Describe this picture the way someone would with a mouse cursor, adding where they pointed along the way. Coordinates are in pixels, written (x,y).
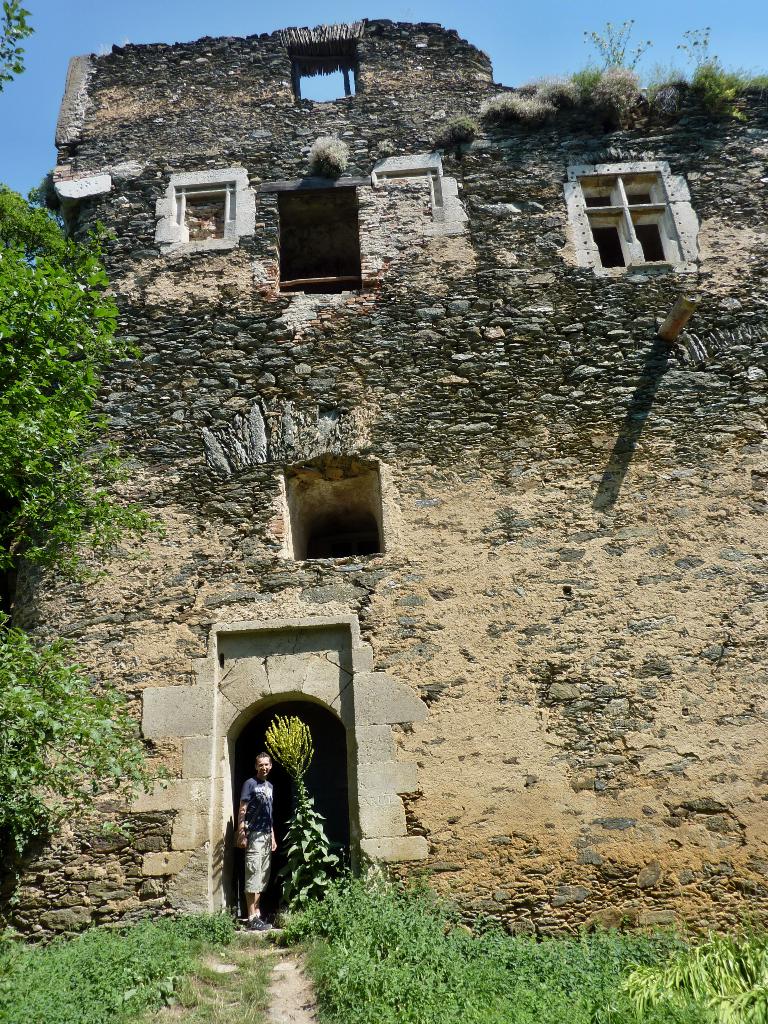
In the image we can see the building (407,380) made up of stones (407,380) and these are the windows (314,545) of the building (495,262). We can even see a man (248,819) standing, wearing clothes (260,819) and shoes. Here we can see grass (559,947), trees (50,321) and sky (332,75).
